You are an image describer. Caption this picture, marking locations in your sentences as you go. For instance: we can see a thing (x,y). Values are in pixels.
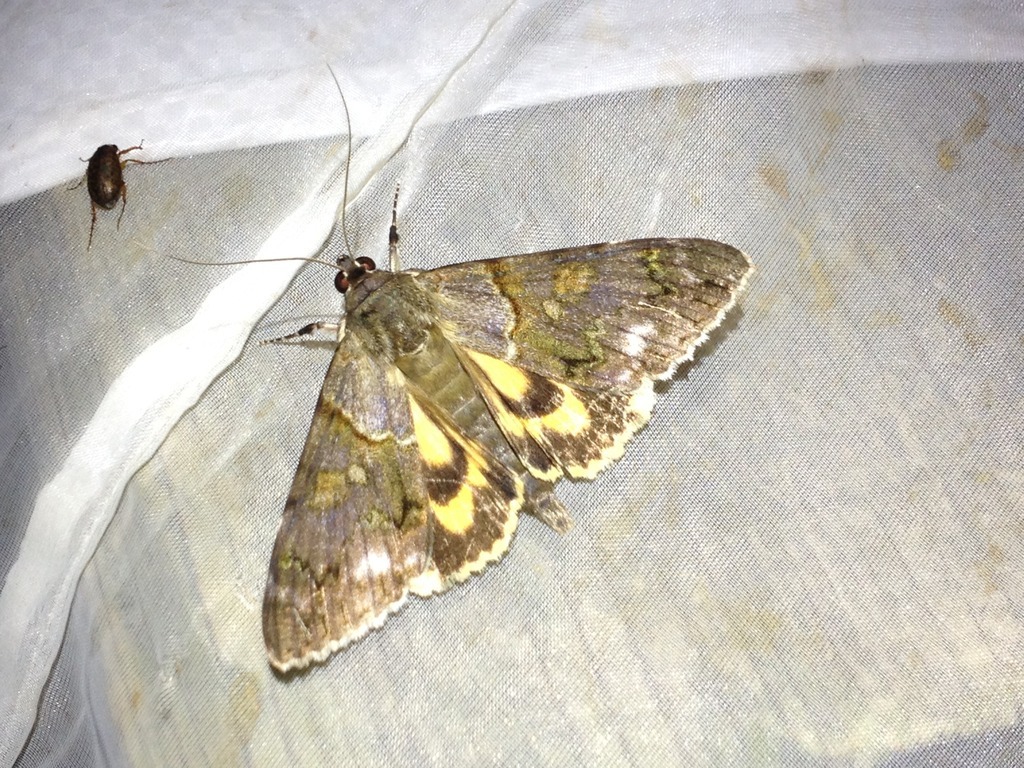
In this image I can see two insects (121,173) on a white cloth (629,87).
